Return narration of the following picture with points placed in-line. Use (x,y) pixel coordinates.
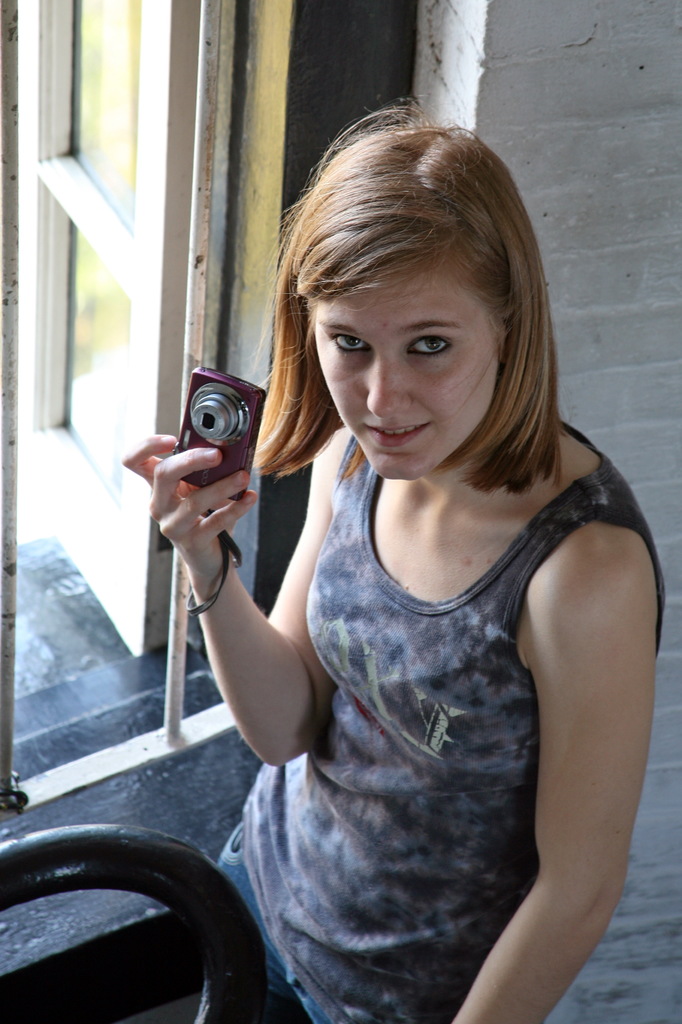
In this image I can see a girl (413,644) is holding the camera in her hand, she wore top (371,792), trouser (249,913). On the left side (170,44) it is the window (94,234).
